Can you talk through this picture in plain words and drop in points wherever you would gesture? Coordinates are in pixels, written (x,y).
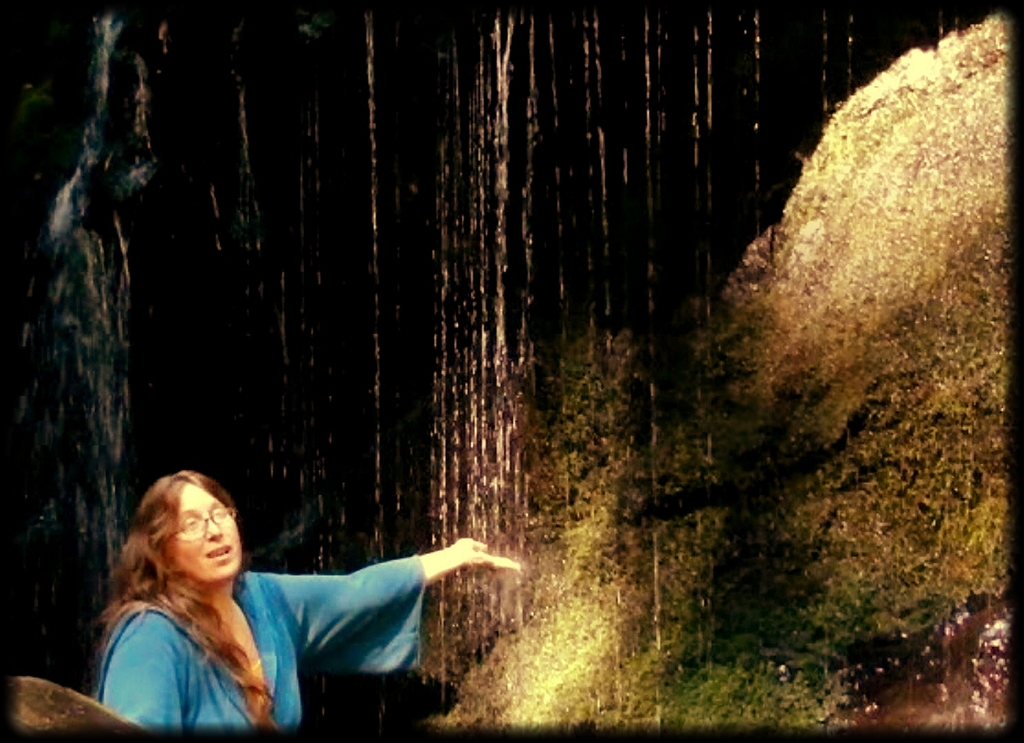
In the image there is a woman (219,555) in blue dress (294,709) standing in front of waterfall (582,273).
